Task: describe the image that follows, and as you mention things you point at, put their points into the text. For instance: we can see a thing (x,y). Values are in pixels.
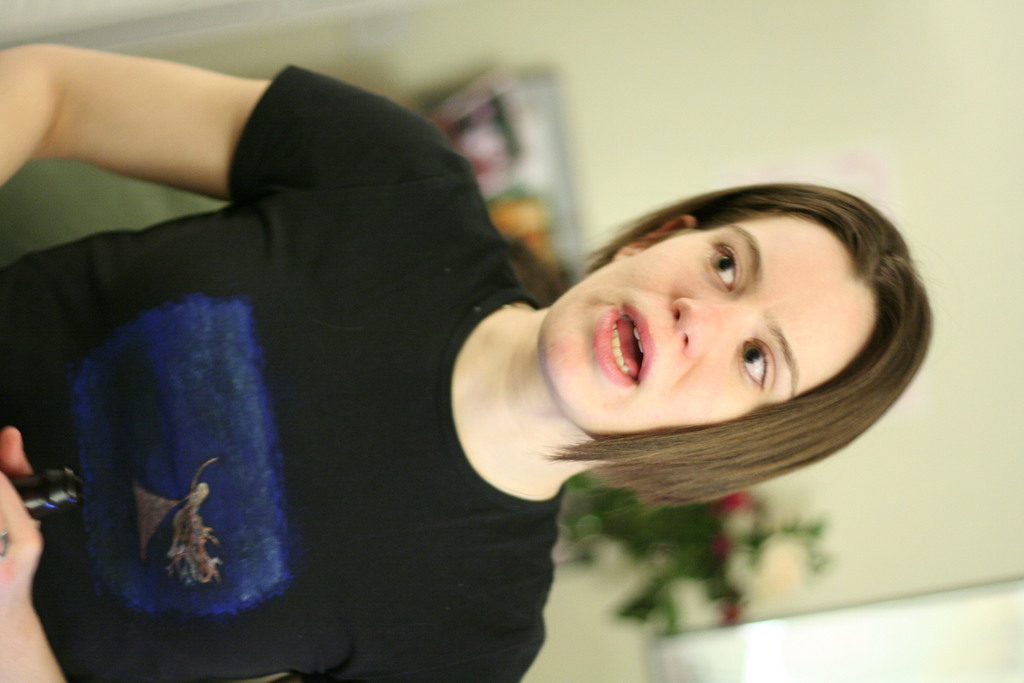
In this image I can see a person (436,526) wearing black t shirt (391,630) and holding some object (33,494) in her hand (12,512). The background (1023,228) is blurred.
